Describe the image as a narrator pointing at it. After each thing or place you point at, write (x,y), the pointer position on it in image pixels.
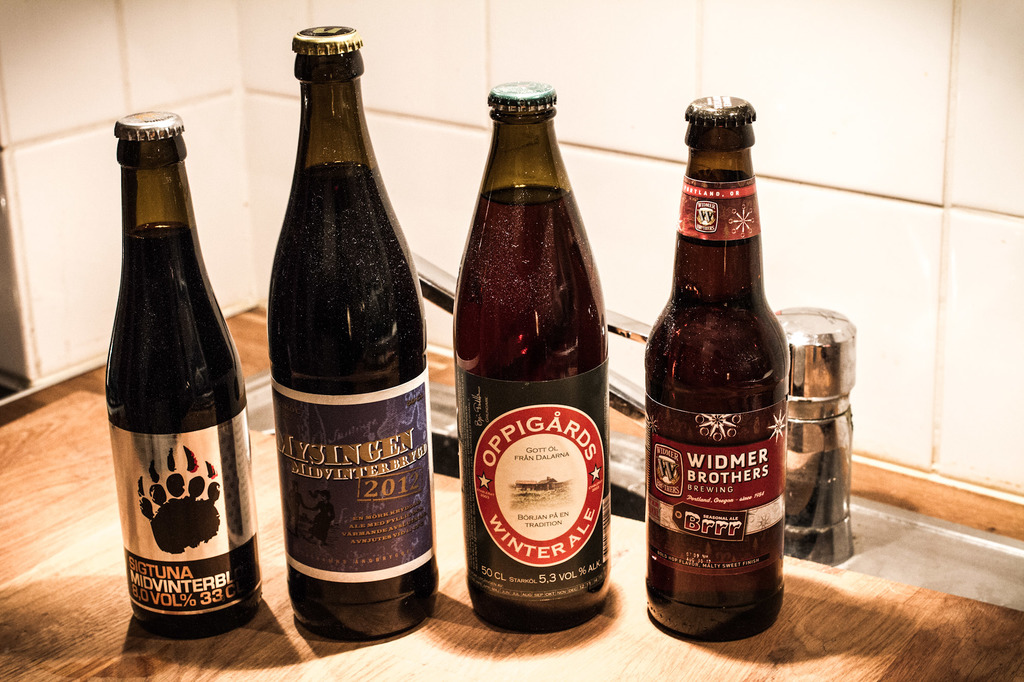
In the image we can see there are beer bottle (592,456) on the table (967,505).
